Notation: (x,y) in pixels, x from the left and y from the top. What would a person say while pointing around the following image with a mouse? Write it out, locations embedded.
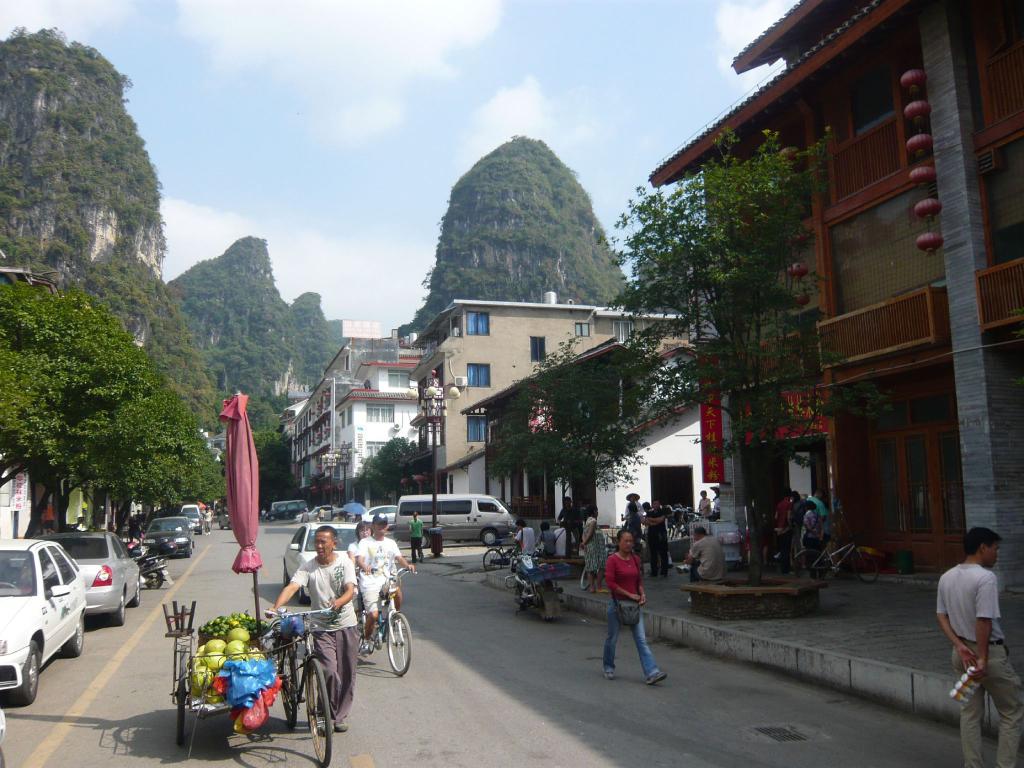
In this picture there are people (820,504) and we can see vehicles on the road (563,702). We can see fruits (208,643) on a cart (226,614), trees (81,418), pole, lights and buildings (468,398). In the background of the image (251,310) we can see hills (522,209) and sky (316,133) with clouds (381,18).
